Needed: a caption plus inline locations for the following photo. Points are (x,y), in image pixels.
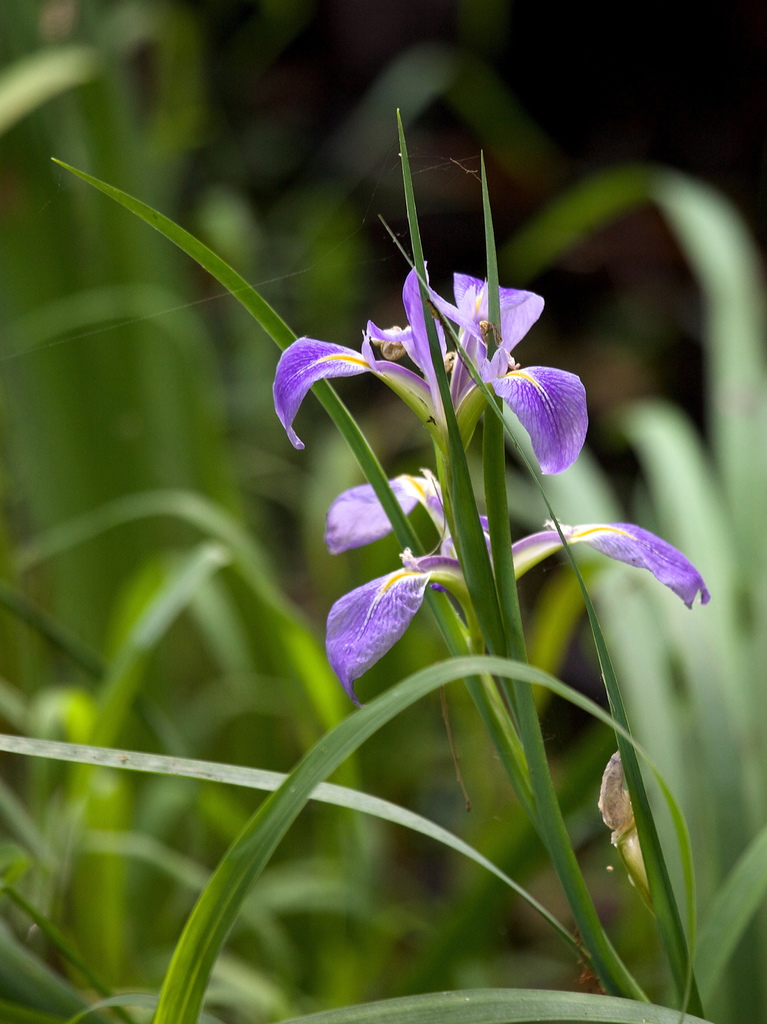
In this image we can see many plants (431,671) and flowers (628,823). The background of the image (48,395) is blurred.
